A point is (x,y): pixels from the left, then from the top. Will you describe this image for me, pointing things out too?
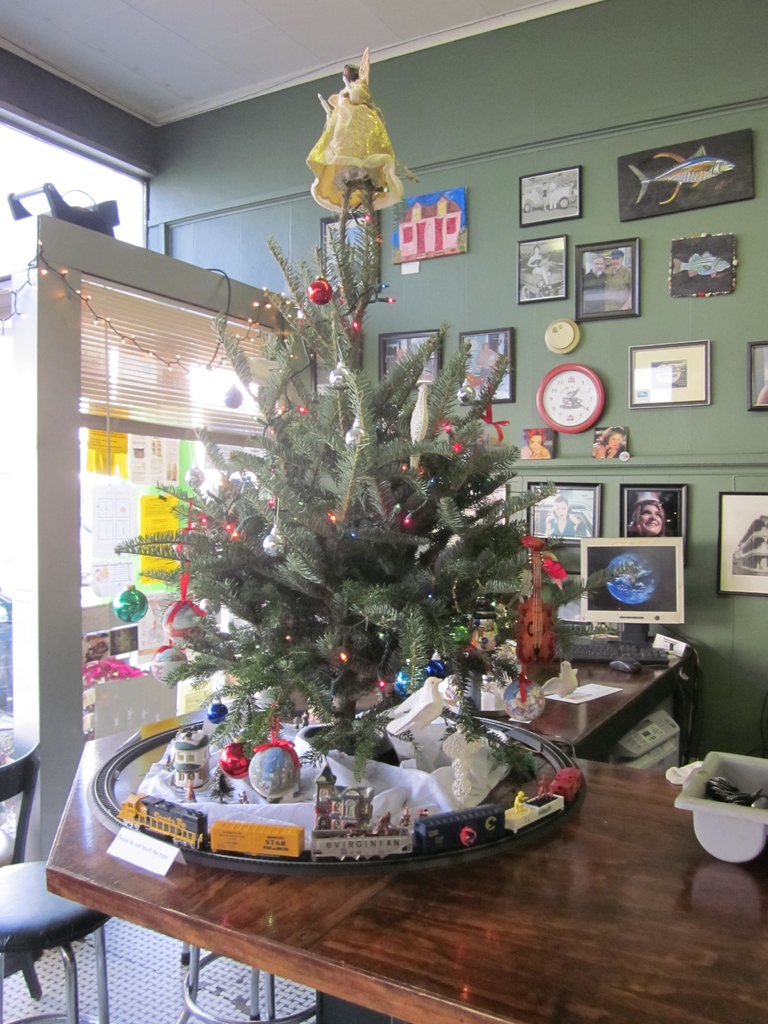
There is a Christmas tree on the table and computer (597,656) behind that there are photo frames (731,504) on the wall (623,415) with the wall clock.
